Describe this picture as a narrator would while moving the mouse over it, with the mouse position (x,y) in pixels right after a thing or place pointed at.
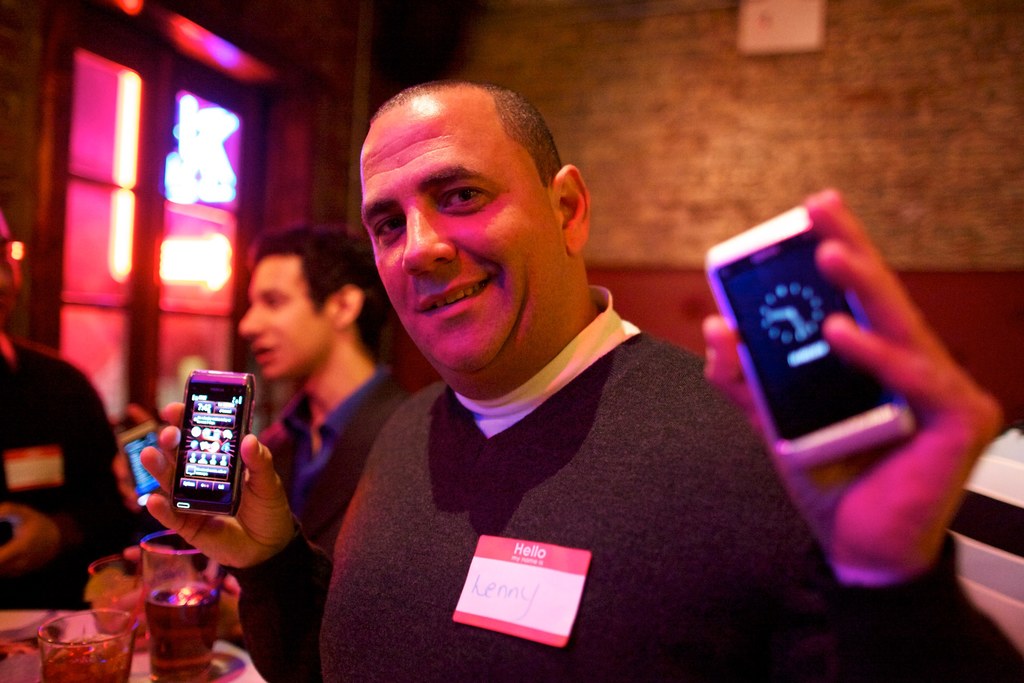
In this image there is a man (586,425) who is holding a phones (242,395) in his both hands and some peoples (308,381) standing beside him talking and in the background (917,196) there is a wall (839,140) of brown color and there is a window (159,173).
